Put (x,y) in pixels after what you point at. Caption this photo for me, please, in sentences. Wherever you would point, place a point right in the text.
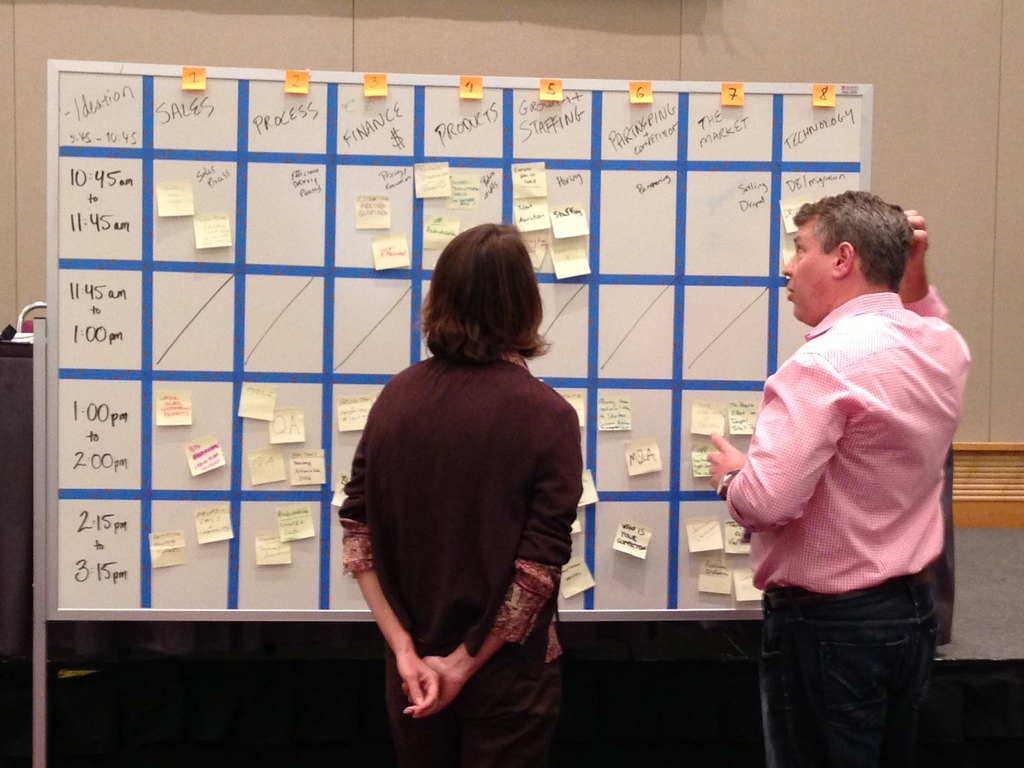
In this picture we can see there are two people (574,503) standing on the path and in front of the people (506,503) there is a white board (255,306) with some papers (518,180). Behind the board (169,221) there is a wall (972,112).
